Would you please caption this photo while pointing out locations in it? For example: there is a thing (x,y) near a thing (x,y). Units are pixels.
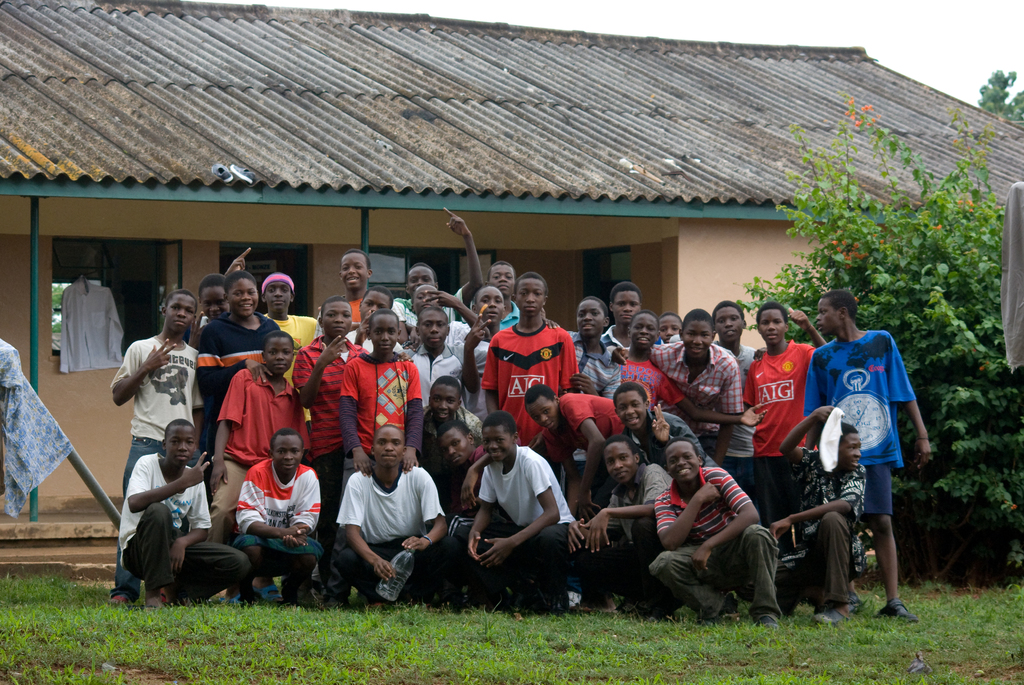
In this image in the front (537,636) there's grass (574,658) on the ground (674,672). In the center (369,381) there are group of persons (408,370) standing and sitting. In the background (596,174) there are trees (903,200) and there is a house (275,218) and there are clothes (89,366) hanging.
